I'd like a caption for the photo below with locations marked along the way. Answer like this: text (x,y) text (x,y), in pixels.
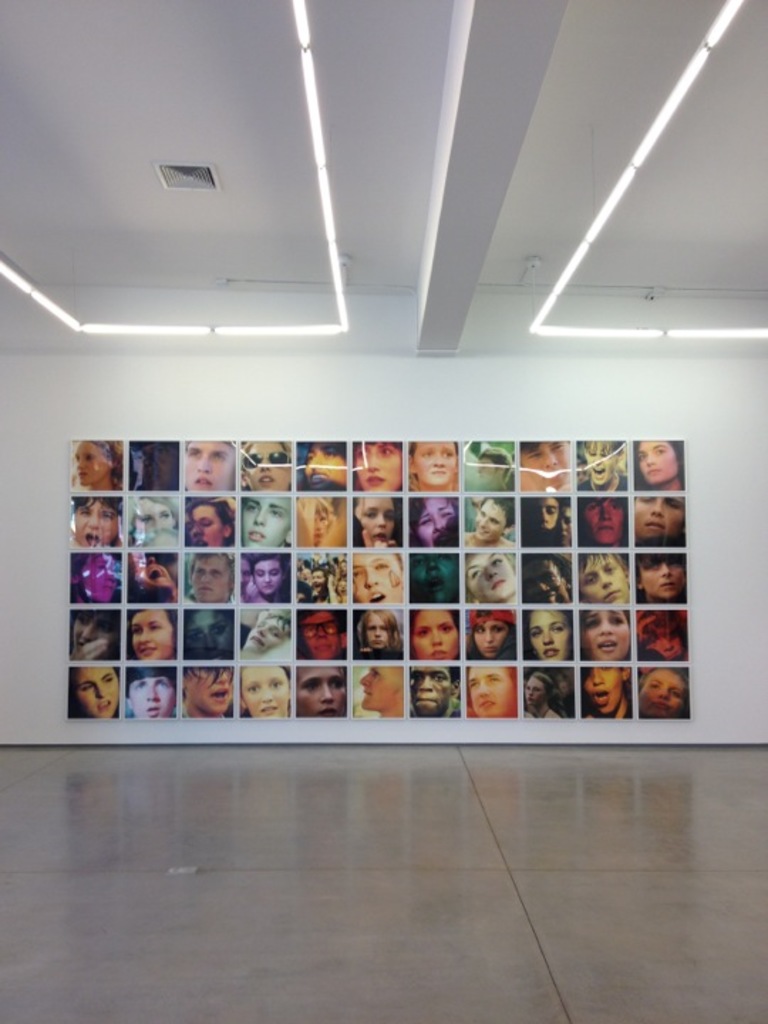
In this image I can see few pictures (185,632) attached to the wall (693,542) and the wall (411,434) is in white color and I can see few lights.
